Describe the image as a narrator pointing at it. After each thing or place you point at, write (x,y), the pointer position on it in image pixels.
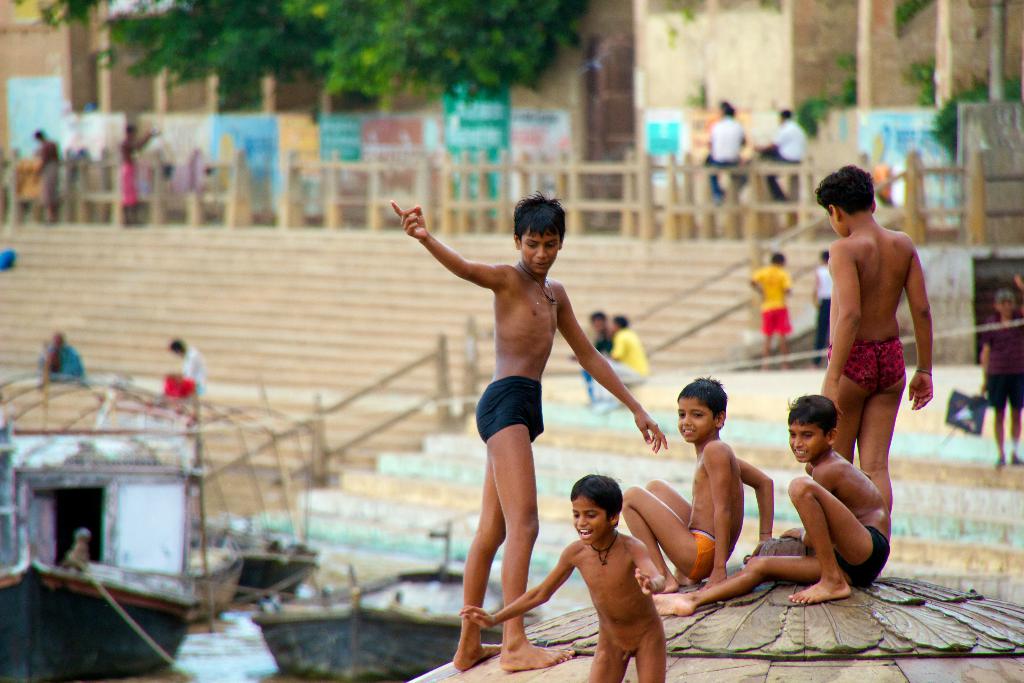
This image we can see people (696,483) sitting and standing on the staircase (379,239), buildings (749,151), trees (330,55), advertisements (656,117) on the walls (838,130) and boats (169,599) in the water (234,623).
